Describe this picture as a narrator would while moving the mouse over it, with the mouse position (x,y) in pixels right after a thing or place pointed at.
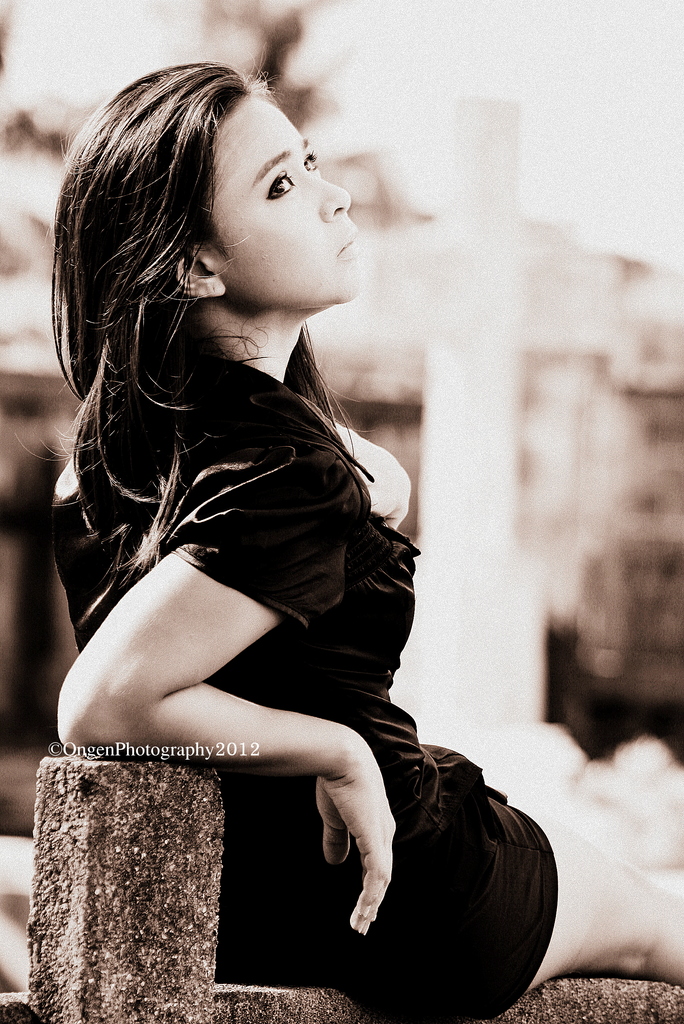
This image consists of a girl (284,294). She is wearing a black dress (515,995) and sitting on a wall (166,988). The background (431,3) is blurred.
